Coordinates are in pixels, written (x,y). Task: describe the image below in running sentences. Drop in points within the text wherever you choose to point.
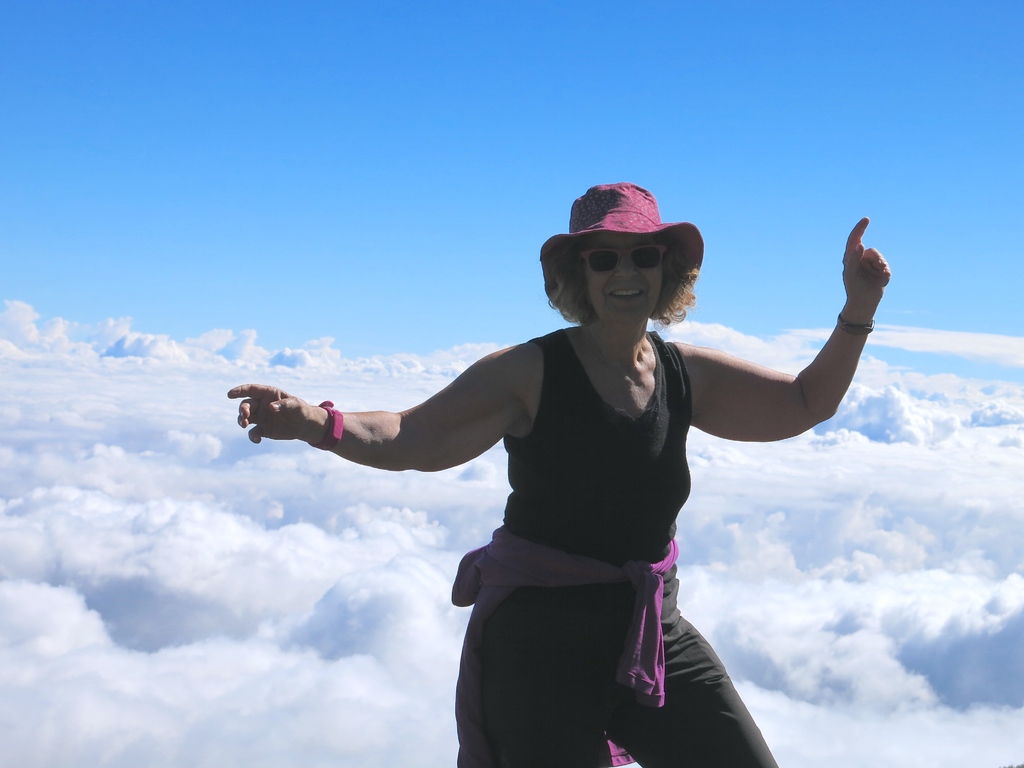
In this image, we can see a woman (660,506) is dancing and smiling. In the background (665,334), we can see the clouds (71,530) and sky (678,119).
